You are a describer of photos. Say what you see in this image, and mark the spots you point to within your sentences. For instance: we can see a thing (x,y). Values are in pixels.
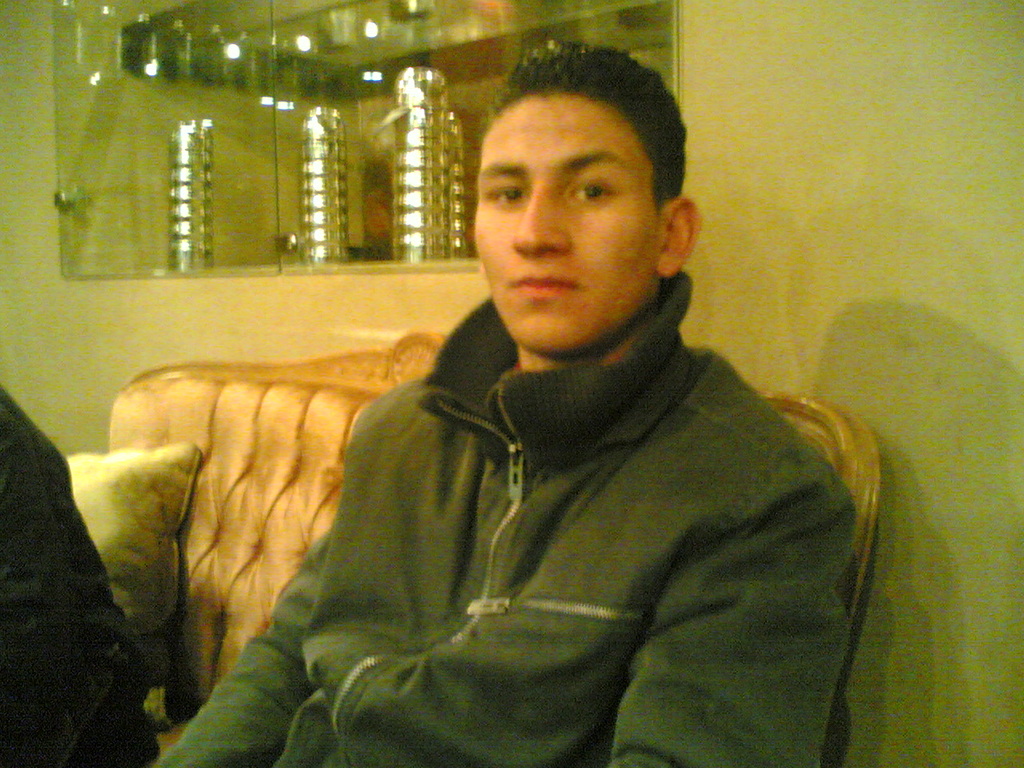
In this picture there is a boy (780,738) in the center of the image (644,290) on a sofa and there is a show case (379,202) at the top side of the image (301,205), there is another man (29,685) on the left side of the image (79,657).
